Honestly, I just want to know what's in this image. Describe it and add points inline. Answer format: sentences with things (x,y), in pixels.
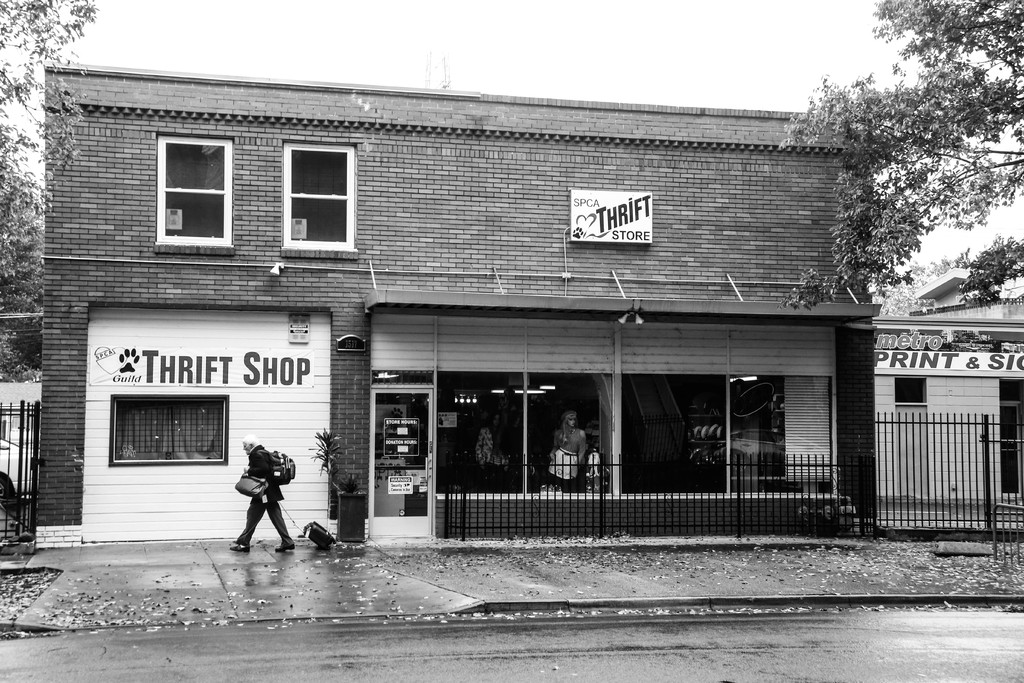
This is a black and white picture. In this picture, we see a man (276,491) is wearing a backpack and he is holding the bags (255,479). He is walking on the road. At the bottom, we see the road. Beside him, we see a plant pot (356,532) and a building (314,253). In the middle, we see the railing (673,517). Behind that, we see a woman (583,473) is standing and we see the poster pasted on the glass door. On top of the building (512,195), we see a board (593,209) in white color with some text (610,228) written on it. On the right side (901,448), we see the railing (988,497), building (930,426) and the boards (939,353) with some text (928,355) written. There are trees (869,294) in the background (18,347). On the left side (31,447), we see the railing (20,462) and the cars (6,453). At the top (387,60), we see the sky (404,68).
